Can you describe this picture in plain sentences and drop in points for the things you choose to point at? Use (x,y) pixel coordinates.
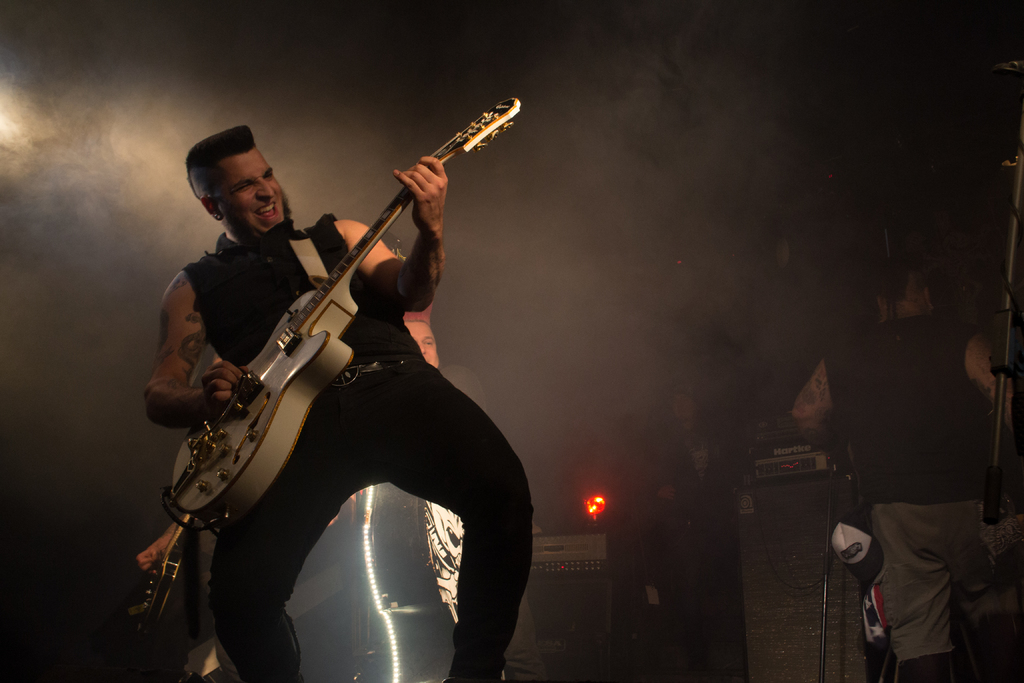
Here a man (291,277) is standing and playing guitar (293,371). Behind him there are few people (890,541) standing and a light (597,508).
